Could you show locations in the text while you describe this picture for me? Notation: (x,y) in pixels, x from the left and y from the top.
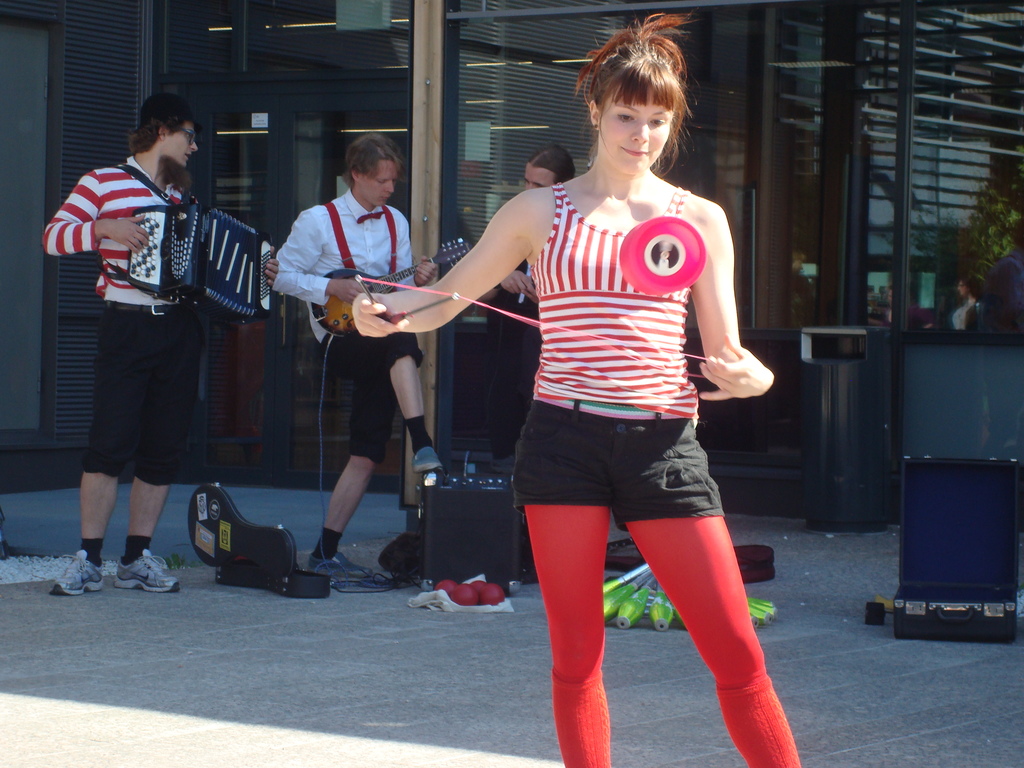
There is a woman (605,383) standing on the road (765,637) performing an activity with the two sticks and a thread (419,286). In the background (380,216), there are men (535,174) who are playing a different musical instruments (191,229) and a speaker (442,537) on the ground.
